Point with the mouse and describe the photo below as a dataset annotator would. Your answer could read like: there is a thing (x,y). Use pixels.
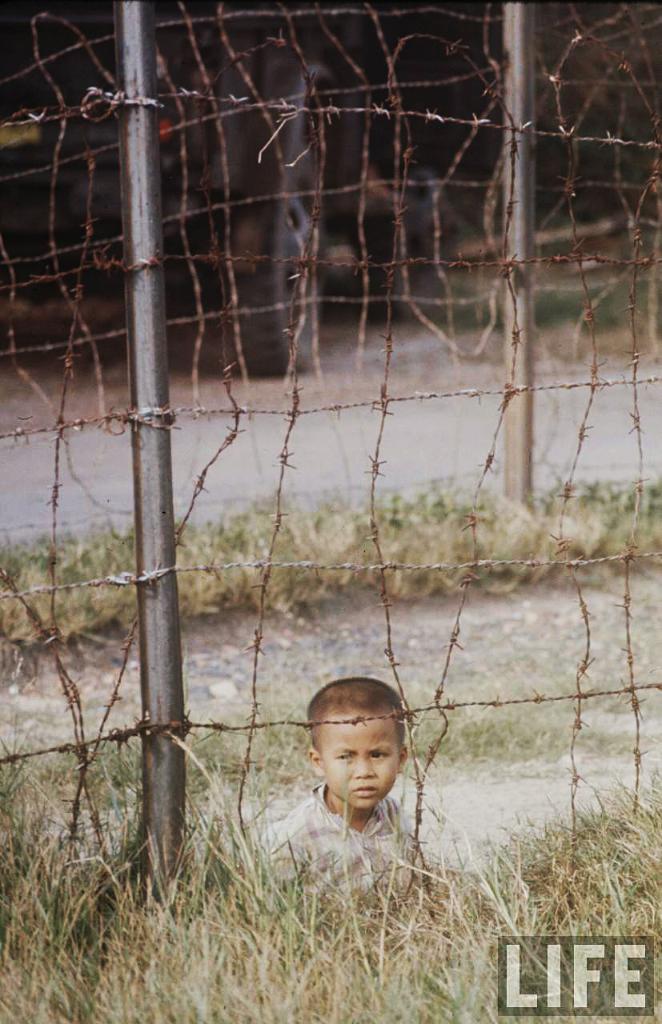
In this picture I can see the grass (269,540) and I see the fencing (174,742) in front (151,426) and behind the fencing (59,134) I can see a boy (329,748) and I see the watermark (559,975) on the right bottom corner of this image (591,978).
